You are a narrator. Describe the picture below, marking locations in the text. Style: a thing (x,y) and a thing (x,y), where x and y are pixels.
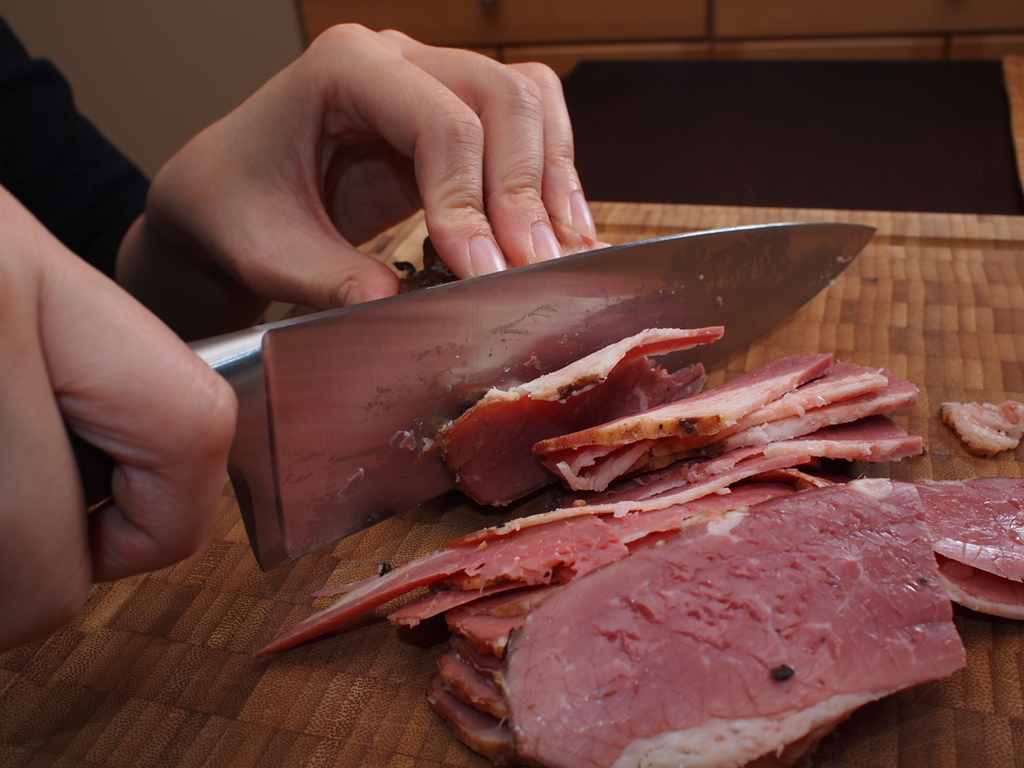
In the picture I can see the hands (81,308) of a person (81,386) holding a stainless steel knife (442,289). I can see the red meat pieces (885,525) on the table (853,474).
